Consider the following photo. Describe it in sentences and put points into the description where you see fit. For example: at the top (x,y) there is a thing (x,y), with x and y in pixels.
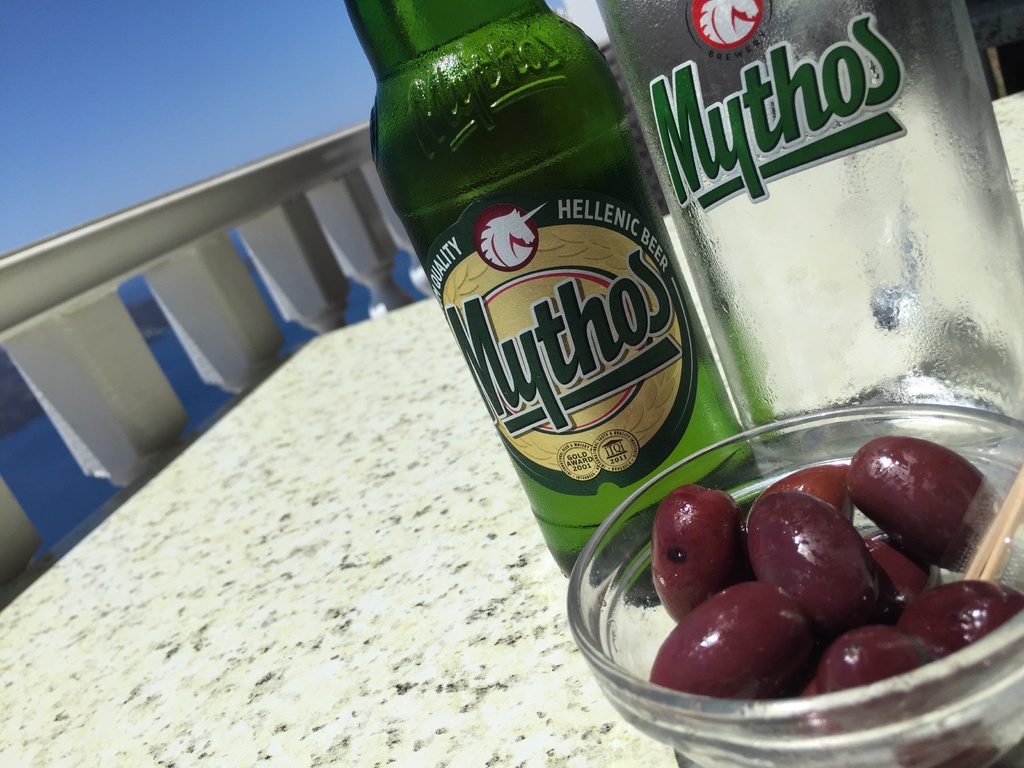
As we can see in the image there is table (389,522), a bottle (628,500) and a bowl (752,716).
